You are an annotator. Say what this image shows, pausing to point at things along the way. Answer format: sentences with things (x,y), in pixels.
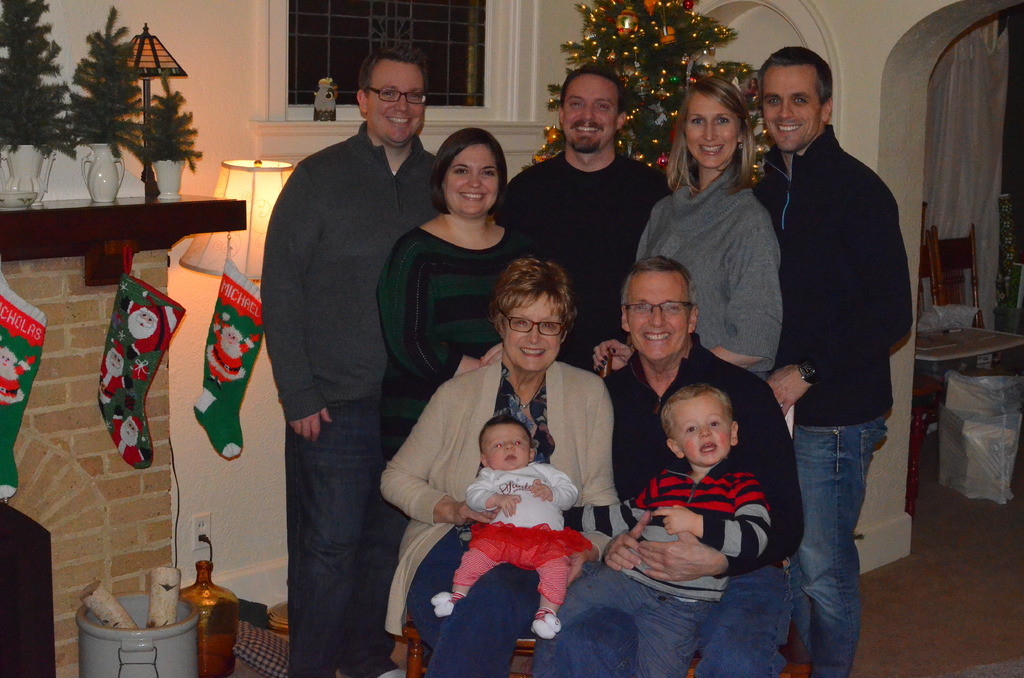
In this image there are persons (578,336) standing and sitting and smiling. in the front (571,376) there are persons (573,402) sitting and holding kids (593,523) in their hands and smiling, there are plants (162,125), there are light lamps (153,180), there are clothes (155,348) hanging, there are chairs (952,271), there is a curtain (969,157), window (462,49) and there are objects (961,477) on the ground (938,489).
